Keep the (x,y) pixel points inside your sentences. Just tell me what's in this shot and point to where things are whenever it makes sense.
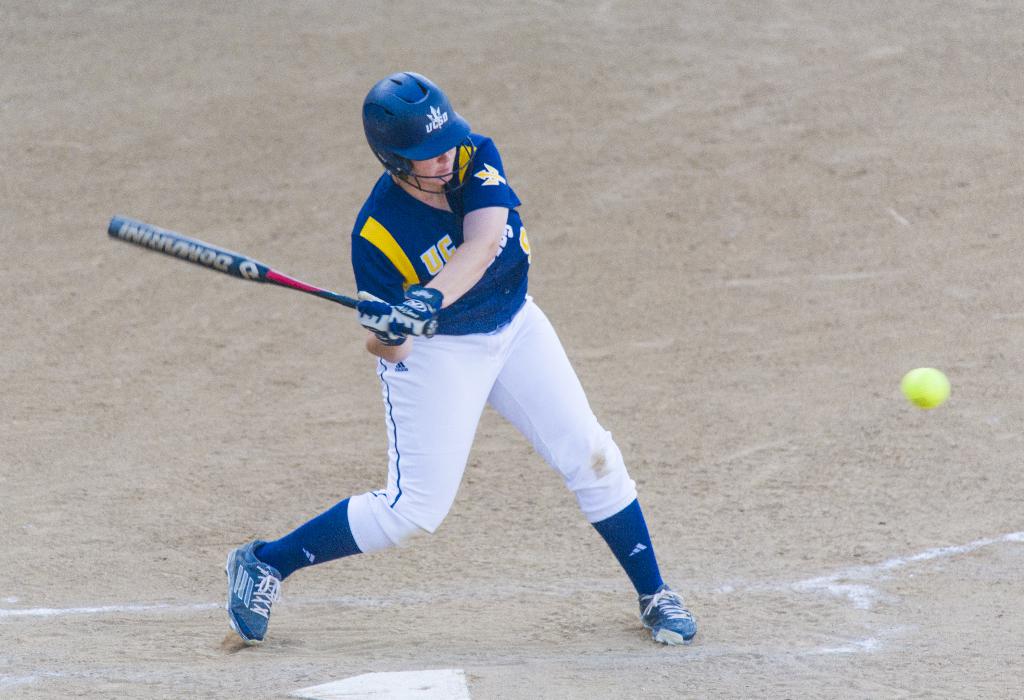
In this image we can see a person (396,246) wearing the helmet (425,105) and holding the baseball bat (215,259). We can also see the ball (906,385) and also the sand (838,593) in the background (563,315).
